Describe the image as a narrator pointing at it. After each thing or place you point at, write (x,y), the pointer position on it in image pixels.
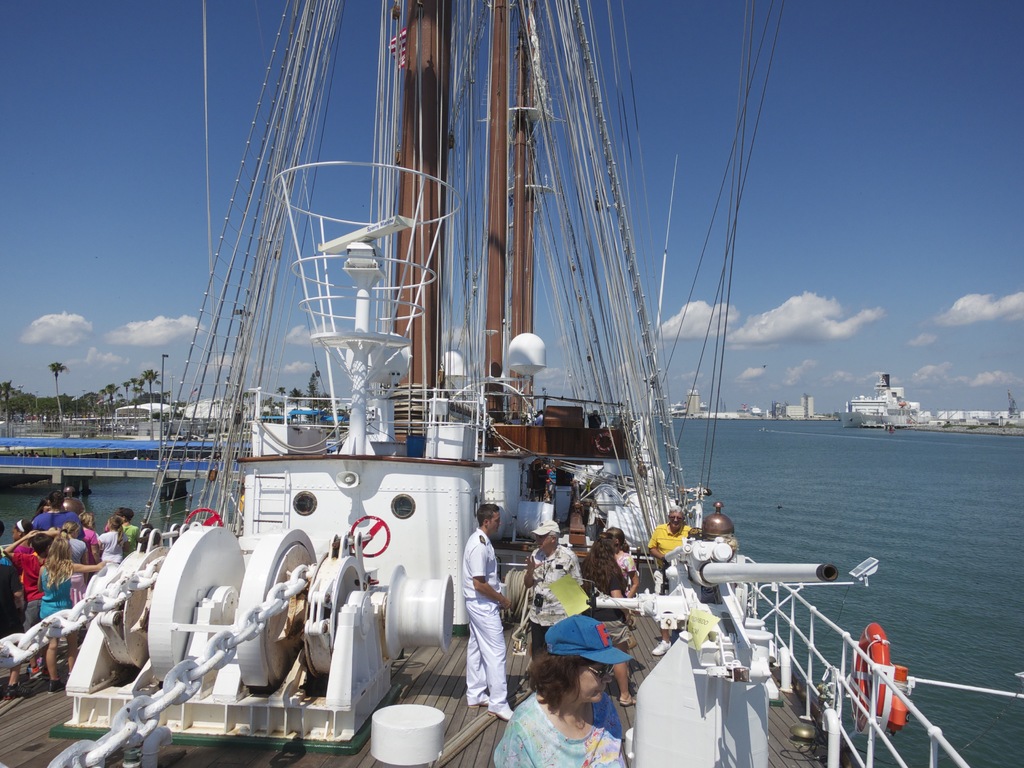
In the background (662,174) we can see the clouds (970,299) in the sky (636,188). In this picture we can see the trees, buildings (941,412), water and few objects (706,581). We can see a ship (842,655), people (117,559), poles (486,322), railing (934,746), metal chains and a flag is visible.
